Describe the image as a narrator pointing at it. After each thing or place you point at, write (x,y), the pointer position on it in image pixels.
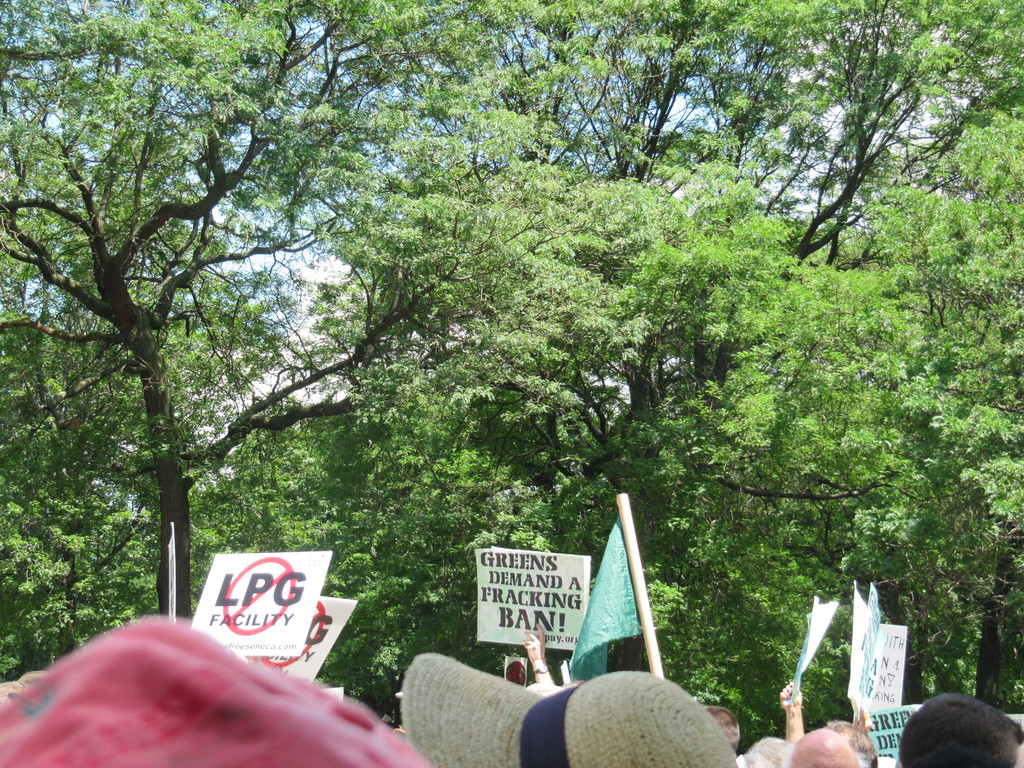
In this picture I can see group of people (150,724) holding placards (491,634) and a flag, and in the background (595,286) there are trees (1016,371) and sky (775,144).
